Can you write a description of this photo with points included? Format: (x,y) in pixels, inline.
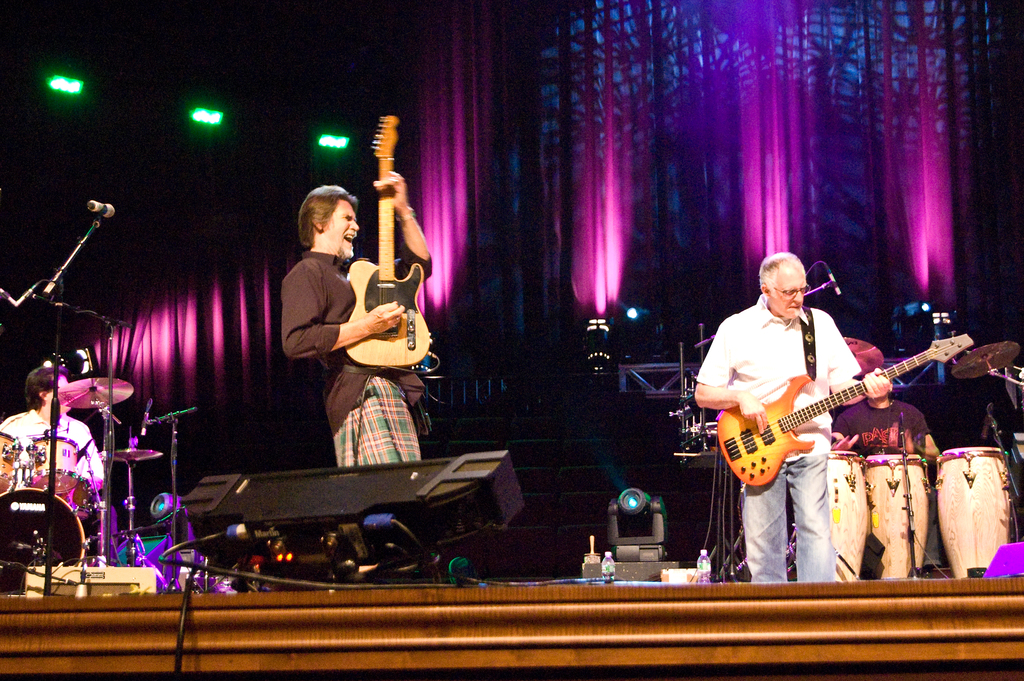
In this picture there are few musicians (385,405) on the floor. The man (886,421) in the right corner (887,440) and the man (33,431) on the left corner (26,436) are playing drums (890,466). The man (336,353) in the center (379,335) are playing guitar (745,441). On the floor (635,582) there are spotlights (644,543), bottles (708,565), microphones (904,465), speakers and boxes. There are spot lights (58,88) at the above of the image. In the background (445,86) there is curtain (217,331).
